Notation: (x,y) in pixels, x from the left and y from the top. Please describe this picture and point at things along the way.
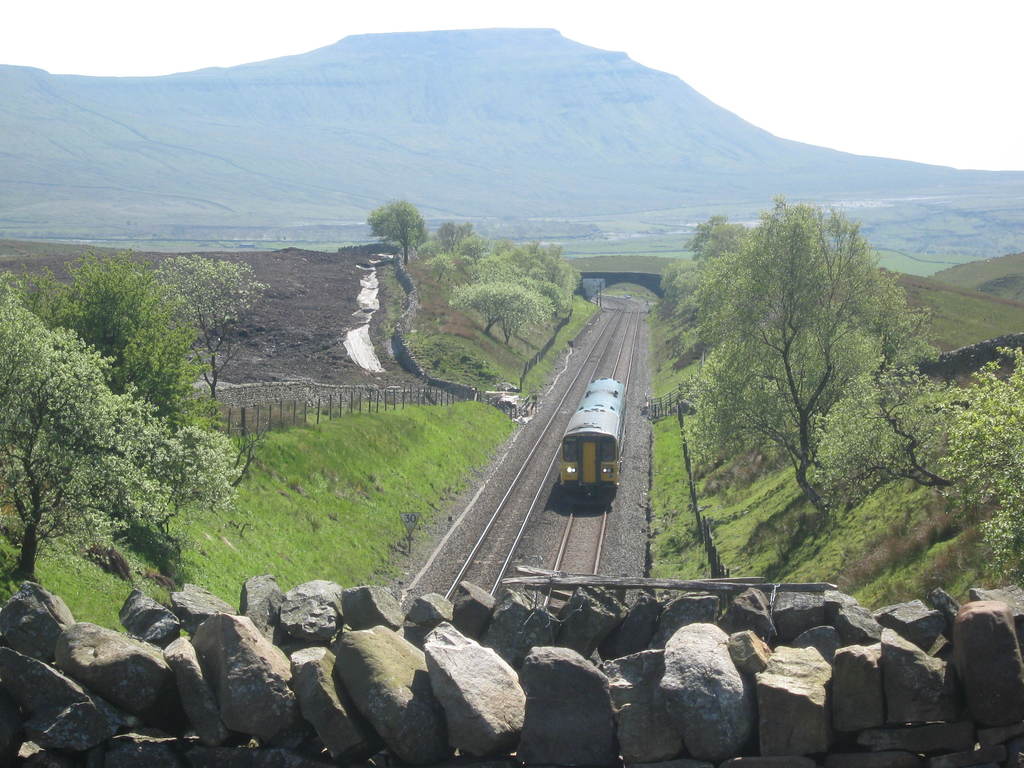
In the center of the image (612,441) we can see a train (582,426) on the track (596,520) and there is a bridge (633,280). At the bottom (782,671) there are stones (323,675). In the background (689,288) there are trees (984,408), fence (274,413), hills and sky (726,2).
